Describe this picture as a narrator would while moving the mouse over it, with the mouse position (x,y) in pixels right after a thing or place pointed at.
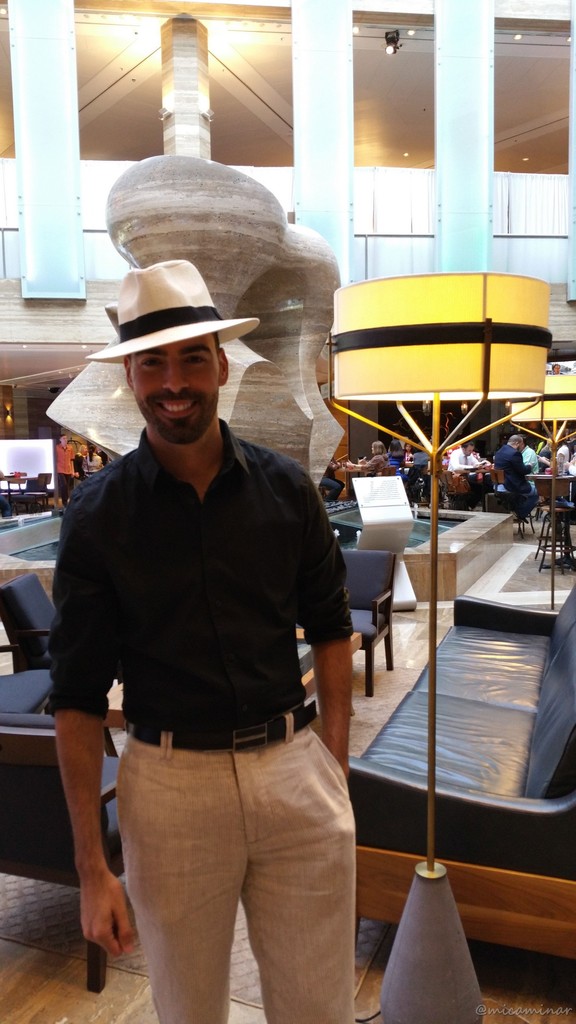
Here we can see that a person (147,296) is standing and smiling, and at back (496,712) there is sofa (489,747), and here is the lamp (443,375), and there are lights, and here the group of people (531,494) are sitting on the chair (499,482).
